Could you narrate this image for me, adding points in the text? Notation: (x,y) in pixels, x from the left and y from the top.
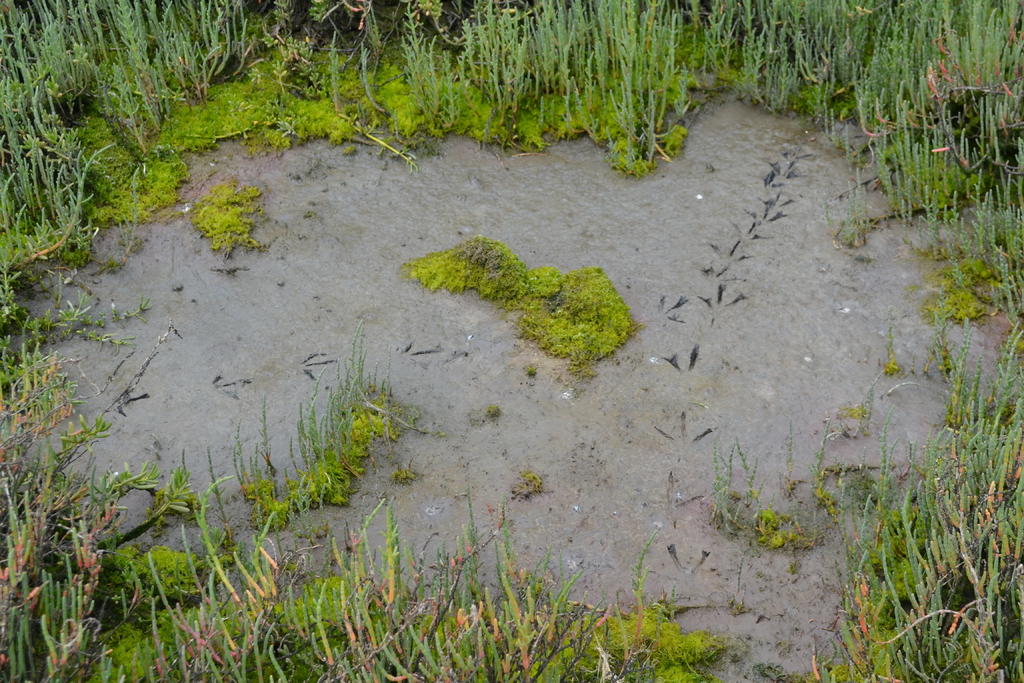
In this image we can see some water (452,198) on the ground (818,243), some small plants (25,140) and green grass (39,379) on the ground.
